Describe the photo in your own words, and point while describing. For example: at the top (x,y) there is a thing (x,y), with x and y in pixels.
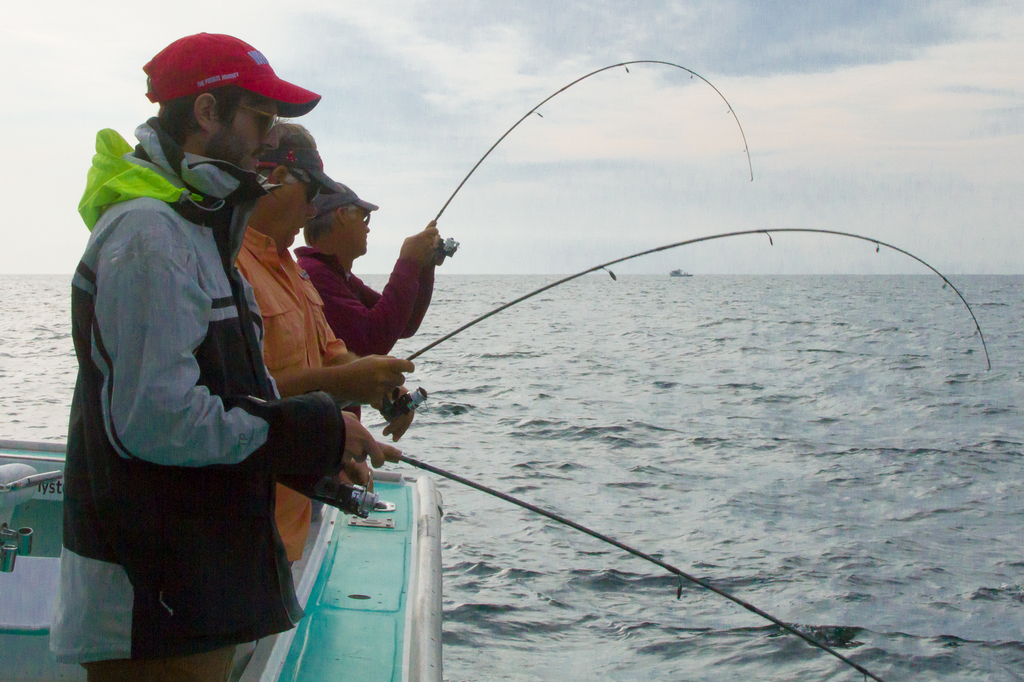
To the left side of the image (244,414) there are three people (282,356) standing and fishing. In the background of the image (653,344) there is water (573,362), sky (648,264) and clouds (628,96).
